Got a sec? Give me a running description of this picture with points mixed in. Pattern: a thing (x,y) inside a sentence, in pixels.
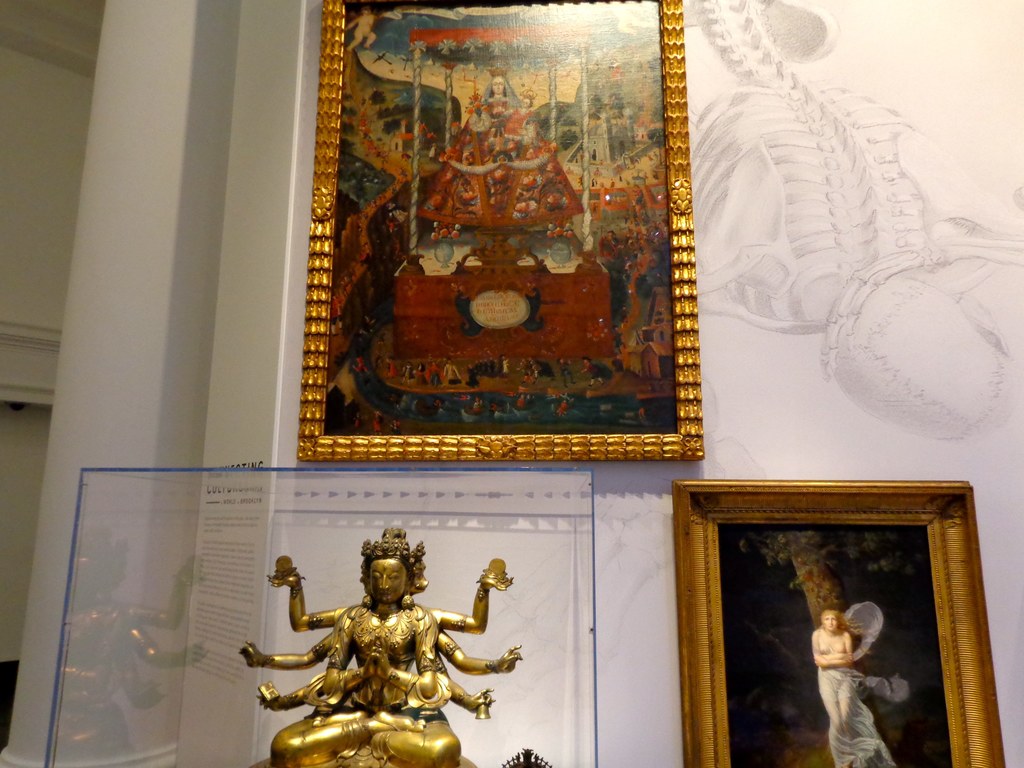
In the foreground of this picture (354,621) we can see the sculpture (413,620) of a person (406,676) sitting and holding some objects (487,704) and we can see the picture frames (713,495) hanging on the wall (615,494) on which we can see the pictures (501,172) of persons (473,132) and pictures (825,569) of many other objects (523,261). In the background (888,274) we can see the wall (938,129) and we can see the picture (834,327) of a skeleton (784,66) on the wall (874,307). On the left corner (239,491) we can see the text (204,519) on the wall (212,512) and we can see the glass box (202,540).
